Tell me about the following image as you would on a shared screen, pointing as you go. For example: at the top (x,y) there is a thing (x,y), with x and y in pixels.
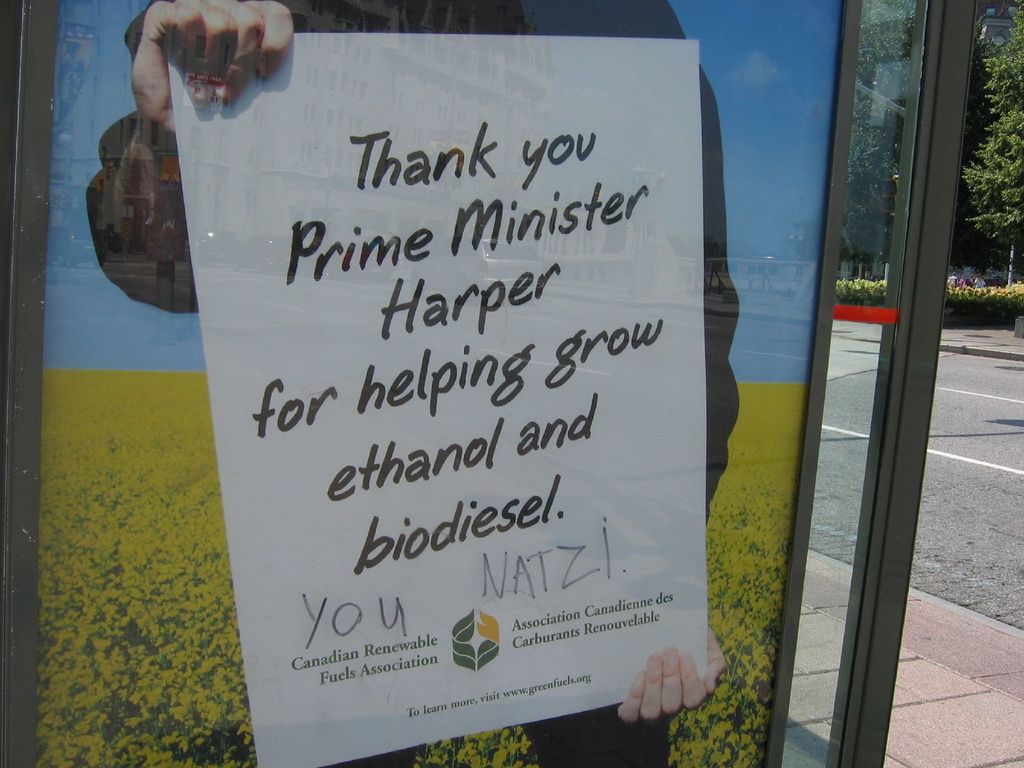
We can see board (594,557), on this board (793,94) there is a person (204,43) holding a board (438,44), behind this board (427,468) we can see plants (218,727). In the background (1010,252) we can see road (994,437), trees (995,100) and plants (961,294).
